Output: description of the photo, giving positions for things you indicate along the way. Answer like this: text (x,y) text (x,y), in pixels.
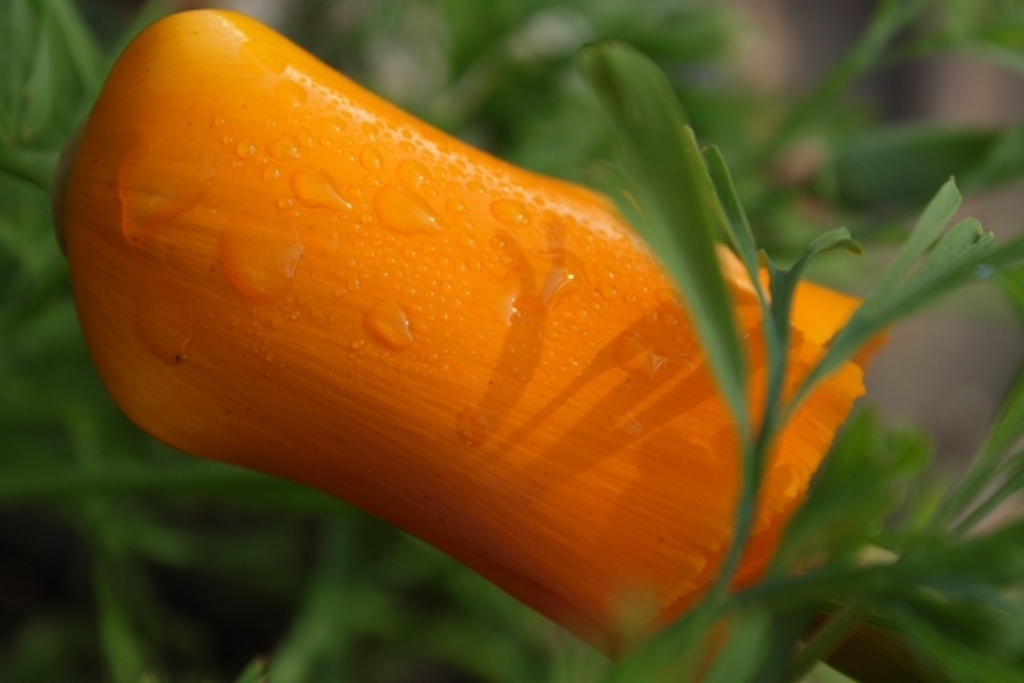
In this image there is a flower (291,230), around the flower (236,244) there are leaves (864,325).
